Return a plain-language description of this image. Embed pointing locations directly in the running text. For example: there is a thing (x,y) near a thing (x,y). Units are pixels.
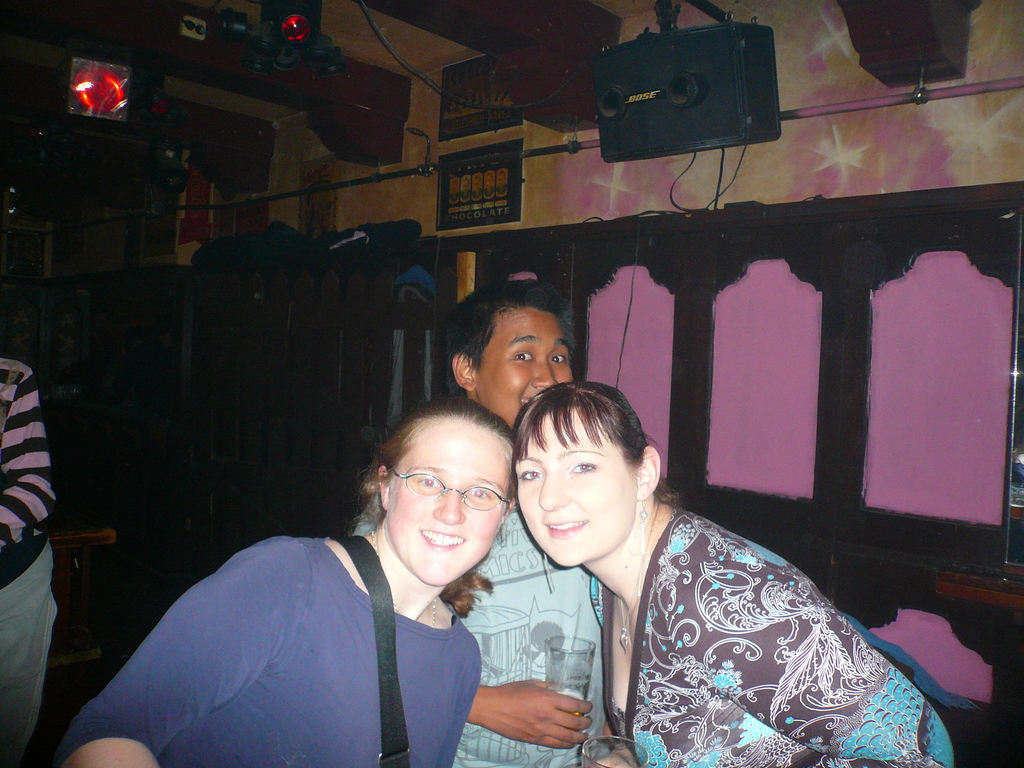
In this image I can see people (406,621) among them these two women (473,536) are smiling and this man (515,542) is holding a glass (561,663). In the background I can see some objects (426,153) attached to the wall (403,203).
